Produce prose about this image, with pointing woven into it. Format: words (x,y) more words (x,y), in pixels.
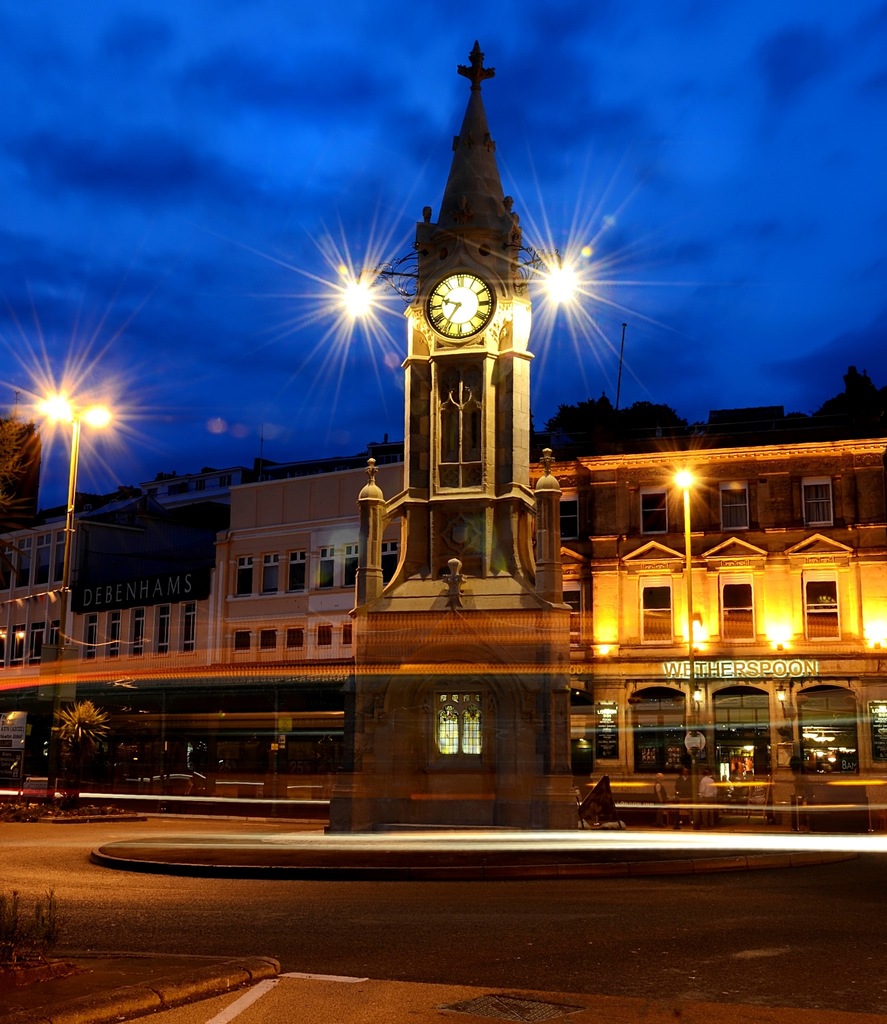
In this picture we can see the clock tower (491,438) in the front (479,588). Behind there are some buildings (724,588) with windows (646,596), shops (593,746) and light pole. In the front (420,959) bottom side there is a road (643,931).
